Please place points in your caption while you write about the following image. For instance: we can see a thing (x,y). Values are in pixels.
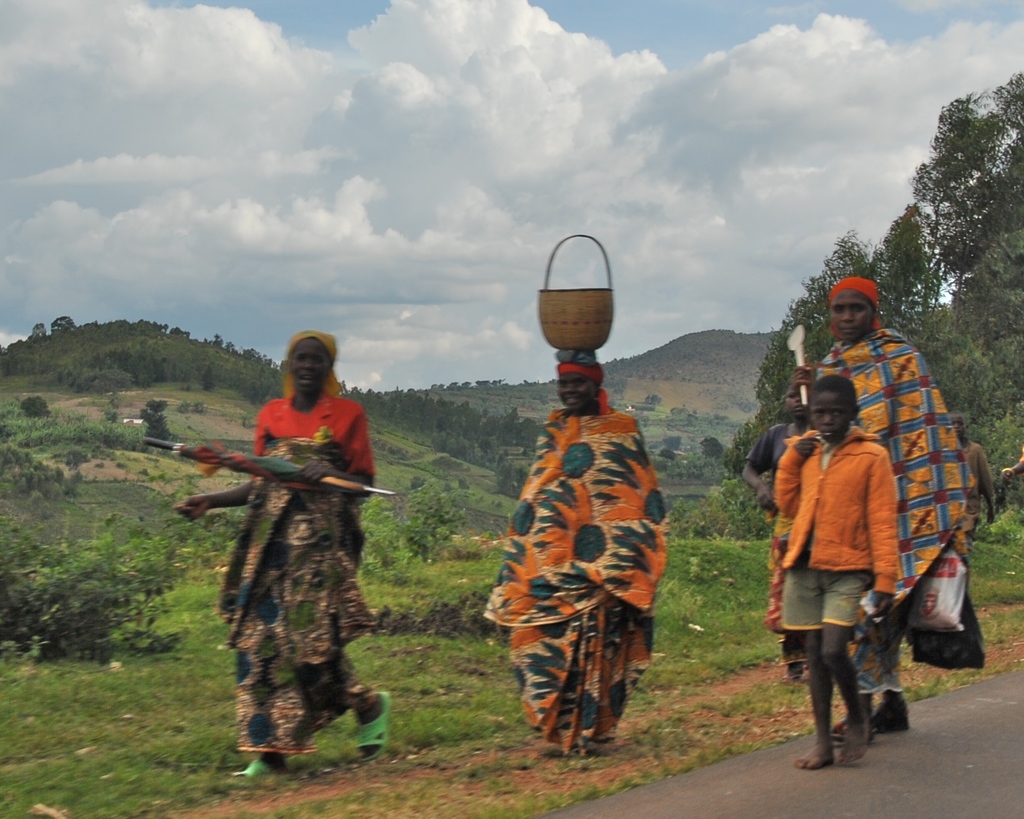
In the center of the image (583,530) we can see a person (585,586) walking holding a basket (570,327) on his head (592,397). We can also see a group of people (283,630) walking beside him. In that a person (294,749) is holding an umbrella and a woman (869,646) is holding some covers (920,635) and a spatula (796,355). On the backside (429,527) we can see some grass (163,663), plants (175,546), a group of trees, the hills (702,378) and the sky (489,116) which looks cloudy.
